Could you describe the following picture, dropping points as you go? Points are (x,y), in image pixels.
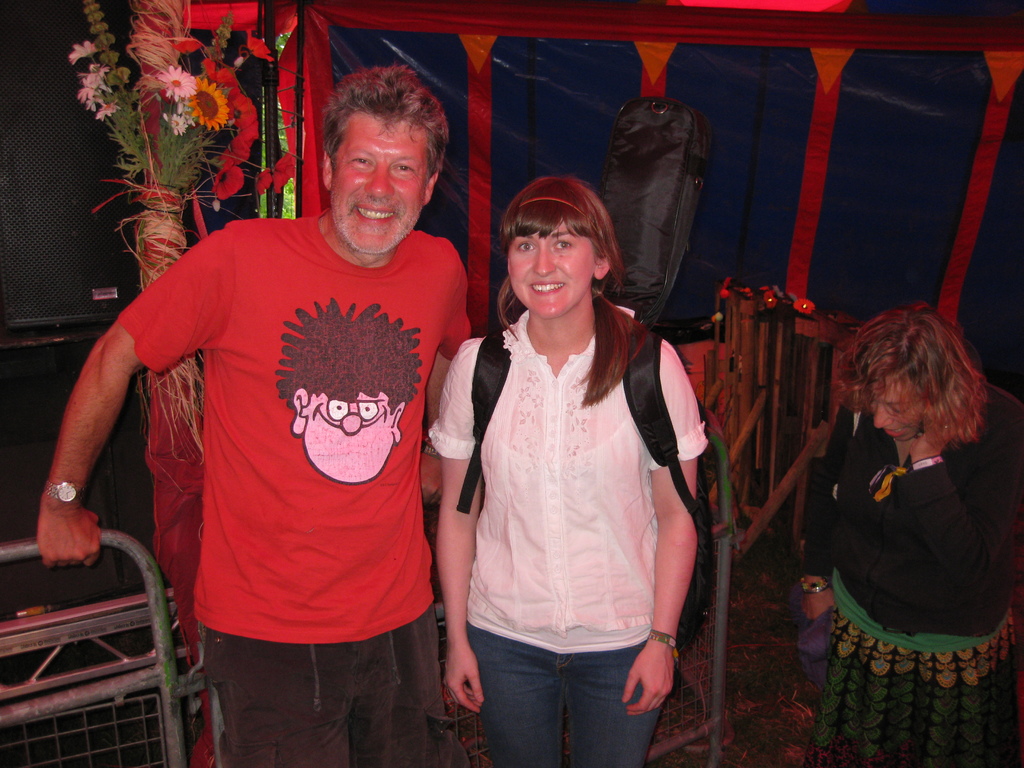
In this picture we can see three persons (588,513) standing, two persons (567,444) on the left side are smiling, we can see some flowers (204,91) in the background (198,90).
